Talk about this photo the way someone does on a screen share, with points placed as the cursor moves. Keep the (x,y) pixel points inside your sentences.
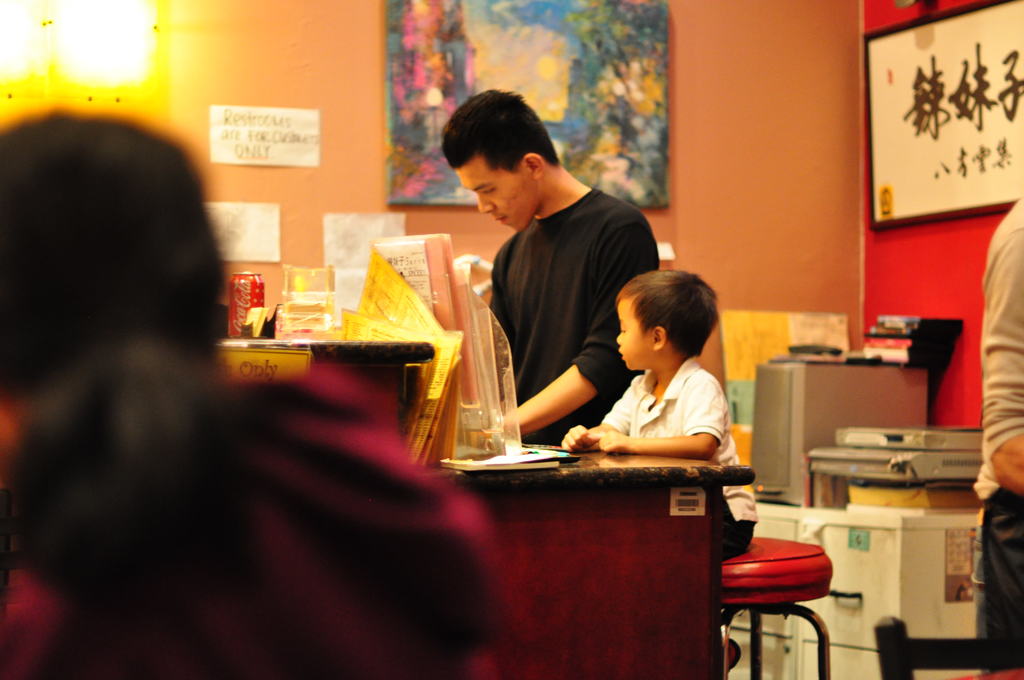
On the background (425,85) we can see lights (136,38), framed, posters (267,129) over a wall (296,77). Here we can see a boy (694,441) sitting on stool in front of a table (626,462) and on the table (737,480) we can see glass of water (302,300), coke tin (246,309), papers (386,246) and books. We can see one man (536,271) standing beside to this boy (658,365). In Front (233,583) portion and at the right side of the picture (989,484) we can see partial part of persons (282,556). Here we can see desk (897,573) and on the desk (889,559) we can see files (896,349) and a device (855,385).
